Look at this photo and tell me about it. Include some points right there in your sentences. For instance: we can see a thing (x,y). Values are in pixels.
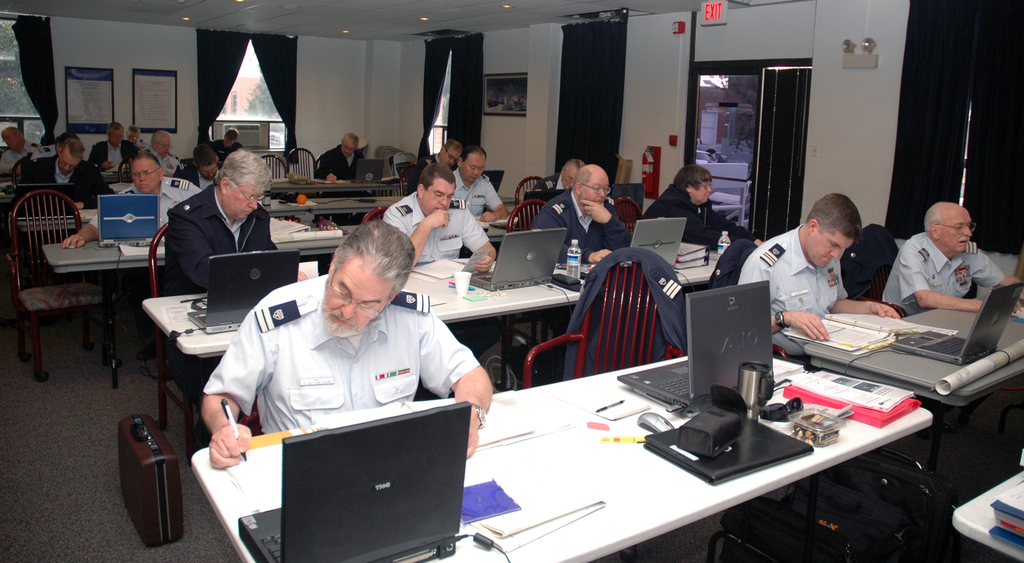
In the picture we can see a hall (17,523) with some people (239,178) are sitting on the chairs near the tables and they are in uniforms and on the tables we can see computer systems (386,459) and people (163,142) are writing something in the papers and in the background (724,75) we can see a wall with windows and exit door (714,87) and to it we can see some curtains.
